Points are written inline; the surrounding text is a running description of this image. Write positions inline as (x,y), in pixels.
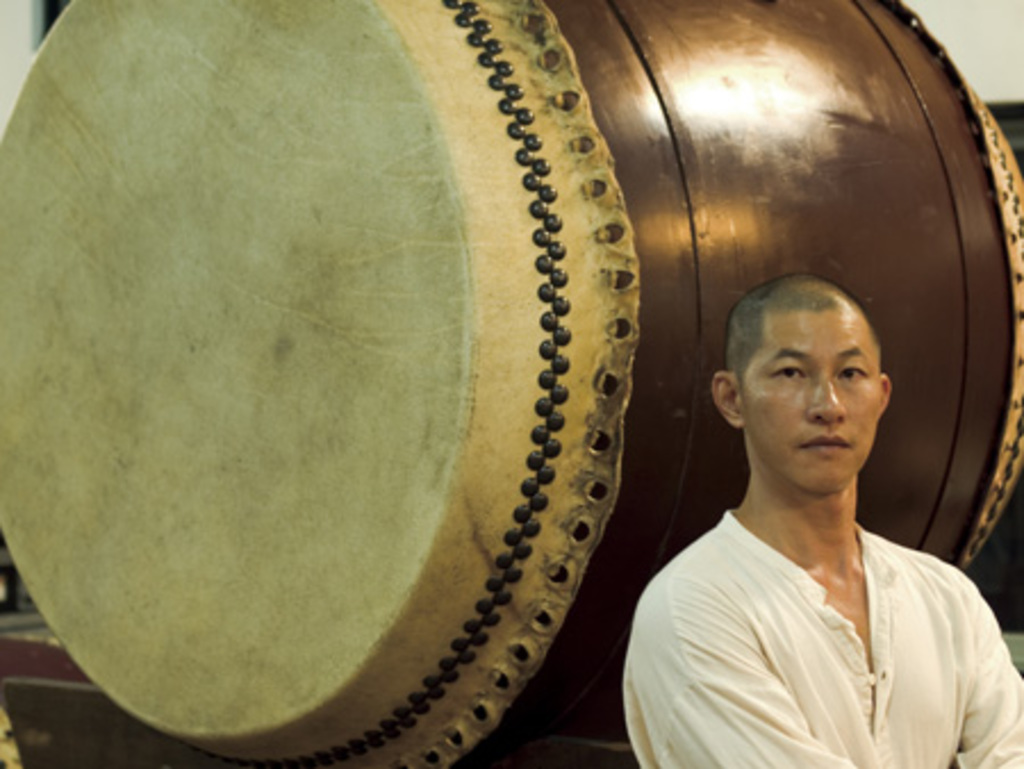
In this image, on the right side (959,717), we can see a man (932,704) standing and we can see a wooden object (360,185).
